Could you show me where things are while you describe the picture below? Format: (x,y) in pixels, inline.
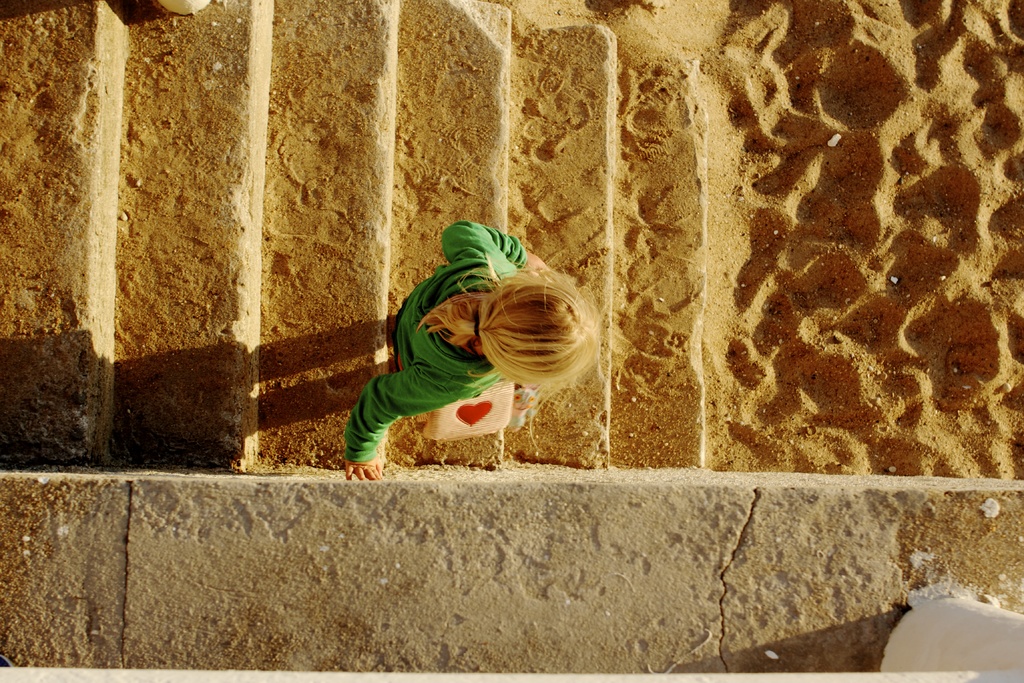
This image is taken outdoors. At the bottom of the image (304,580) there is a wall (725,567). On the right side of the image (899,296) there is a ground (848,410) with sand (786,72). In the middle of the image (442,256) there are a few stairs (293,194) and a girl (489,336) is walking.
